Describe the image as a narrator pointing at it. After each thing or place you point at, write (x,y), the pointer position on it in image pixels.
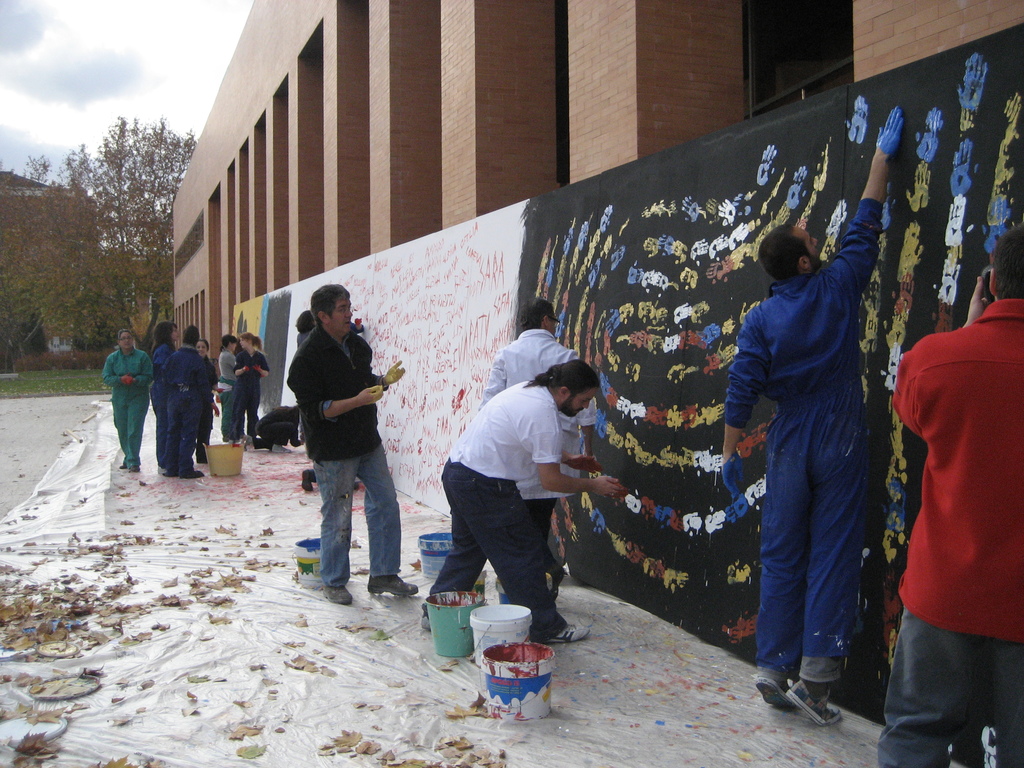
As we can see in the image there are buildings (226,157), trees (144,193), buckets (466,653), leaves (97,599), few people (159,451) and at the top (165,19) there is sky (114,8).
